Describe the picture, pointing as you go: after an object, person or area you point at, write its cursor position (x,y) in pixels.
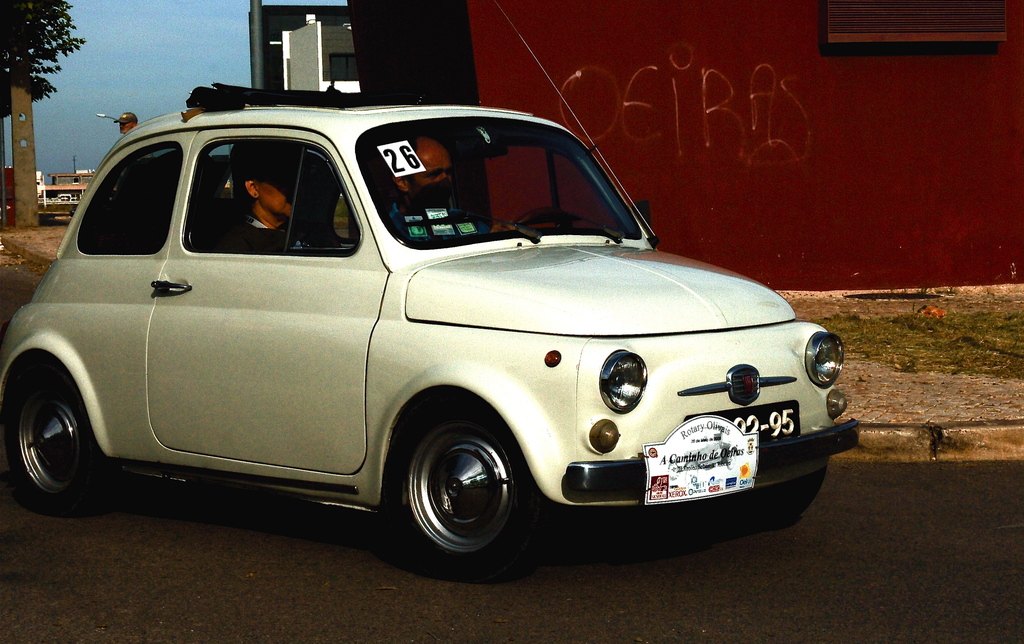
The image is taken on the road (369,522). In the center of the image (503,345) there is a car (370,347) and there are two people (267,202) sitting in the car (336,218). In the background (524,84) there is a building (468,75), a tree (38,82) and a sky (149,52).
